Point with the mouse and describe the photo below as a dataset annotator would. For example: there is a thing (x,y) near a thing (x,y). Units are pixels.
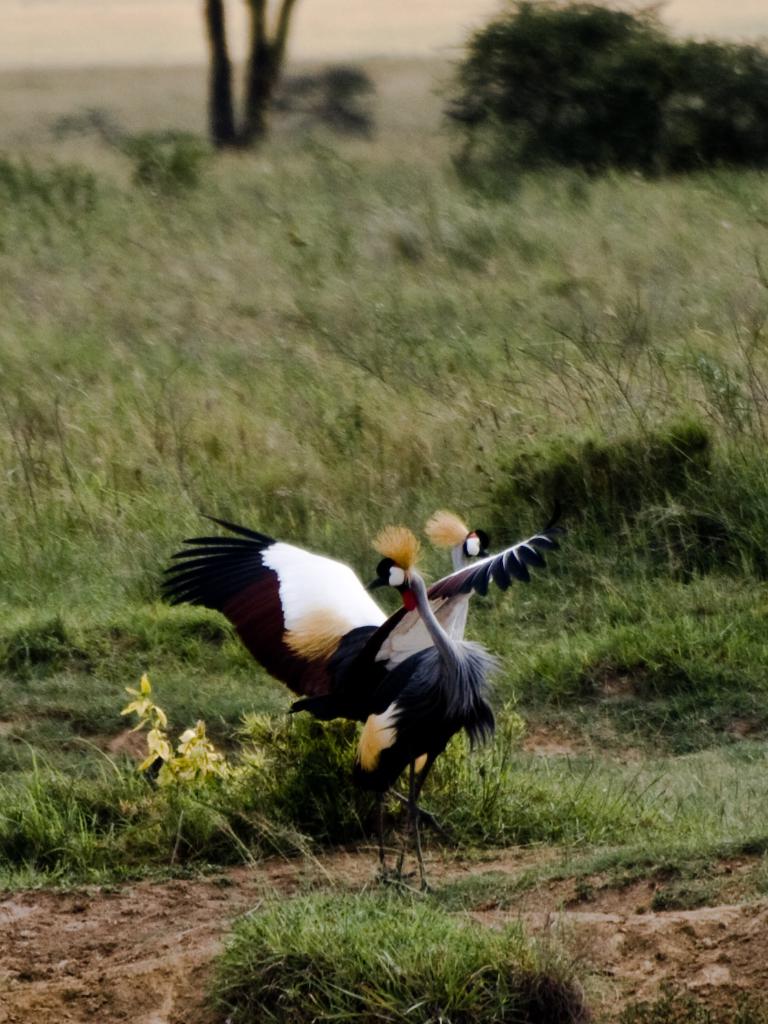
In the center of the image (295,674), we can see birds (407,600) and in the background (597,86), there are trees (523,110). At the bottom (539,794), there is ground (131,892) covered with grass (504,345).
